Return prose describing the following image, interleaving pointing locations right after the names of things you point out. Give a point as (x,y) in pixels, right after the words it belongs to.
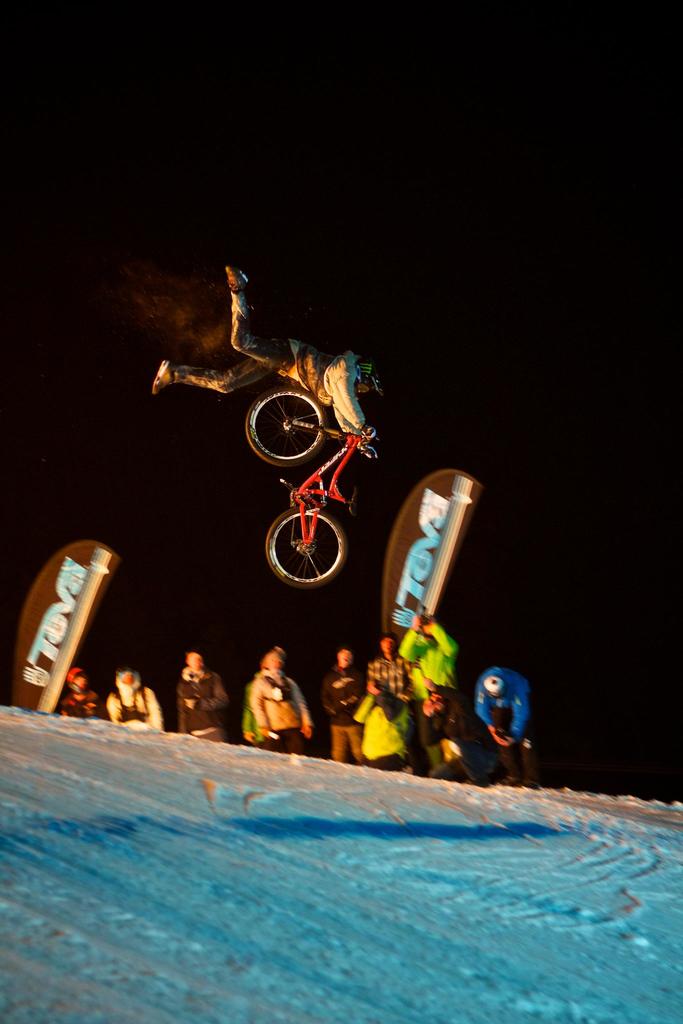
In this picture we can see a person (349,353) and a bike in the air (435,456). We can see a few people (292,733) standing and banners (445,582) on the path (343,897). There is snow (615,820).
